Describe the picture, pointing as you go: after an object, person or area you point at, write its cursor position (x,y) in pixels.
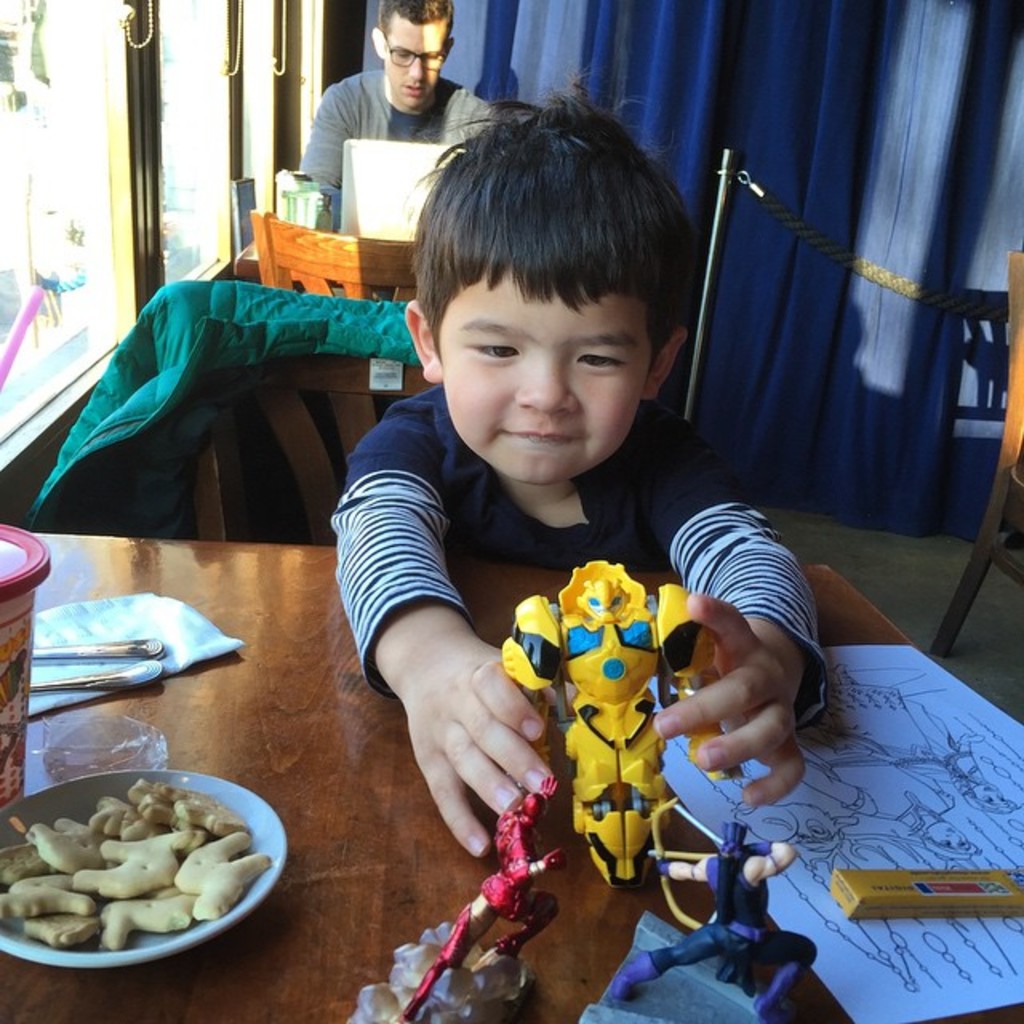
In this image we can see kid (595,552). At the bottom (51,1006) there is a table (85,970) and we can see a plate (233,914), tin (2,588), toys (714,959), napkin (87,639), spoons (148,677) and a paper (921,982) placed on the table (337,892). In the background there is a man (376,122) sitting and we can see chairs (283,368). There is a curtain (896,37) and we can see a rope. On the left (15,388) there are windows (126,208).
